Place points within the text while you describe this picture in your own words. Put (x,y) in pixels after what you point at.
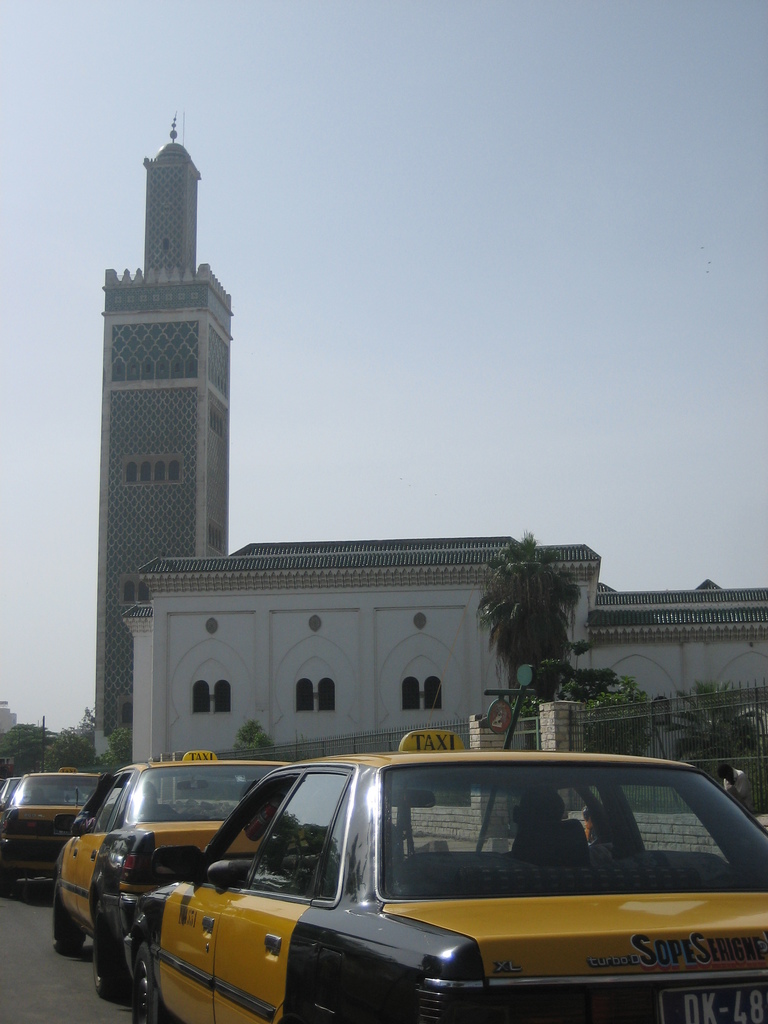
In this picture we can see cars (116,931) on the road (47,912), building (187,638) with windows (200,690), trees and a person (732,788) and in the background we can see the sky (458,368).
